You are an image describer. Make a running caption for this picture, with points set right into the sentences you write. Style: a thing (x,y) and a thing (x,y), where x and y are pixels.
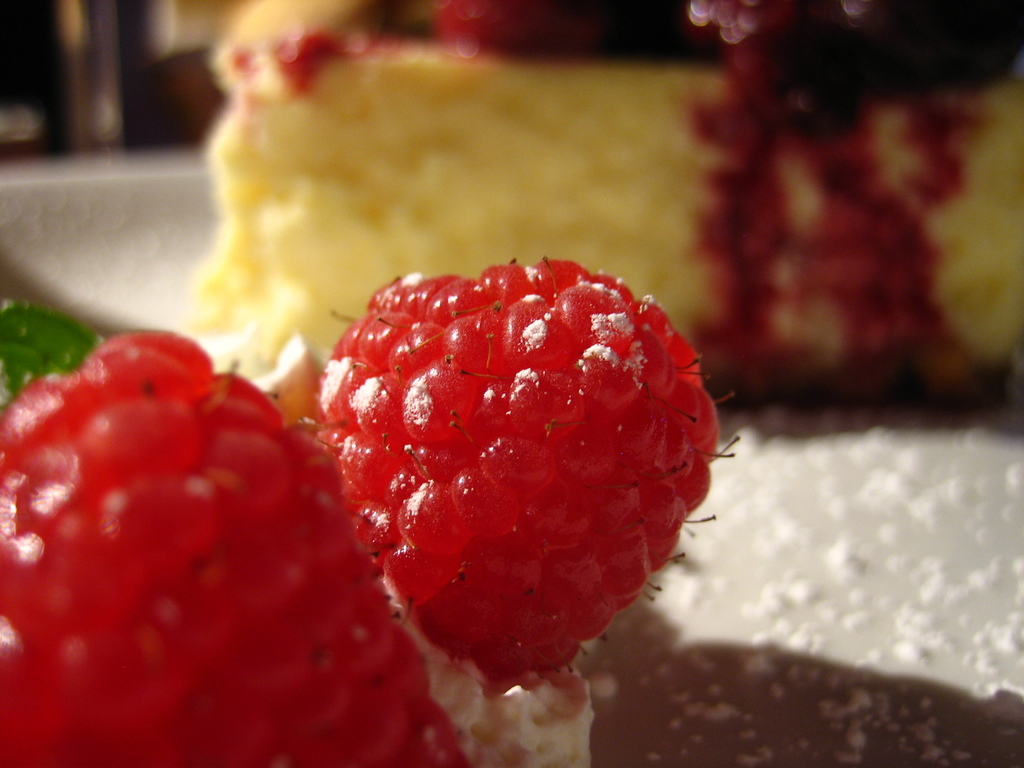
This is a picture where we can see a berry (334,546). Behind it one cake (550,148) is there.
